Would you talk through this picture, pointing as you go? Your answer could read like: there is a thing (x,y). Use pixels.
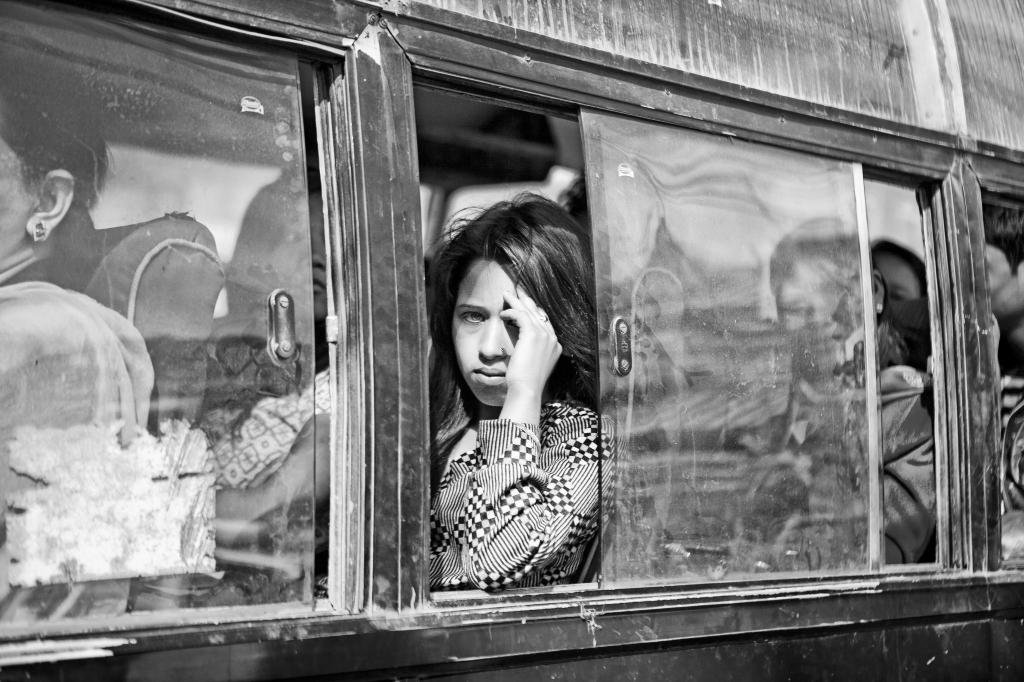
This looks like a black and white image. I can see few passengers (473,290) sitting in the vehicle (702,233). These are the glass windows (659,359).
